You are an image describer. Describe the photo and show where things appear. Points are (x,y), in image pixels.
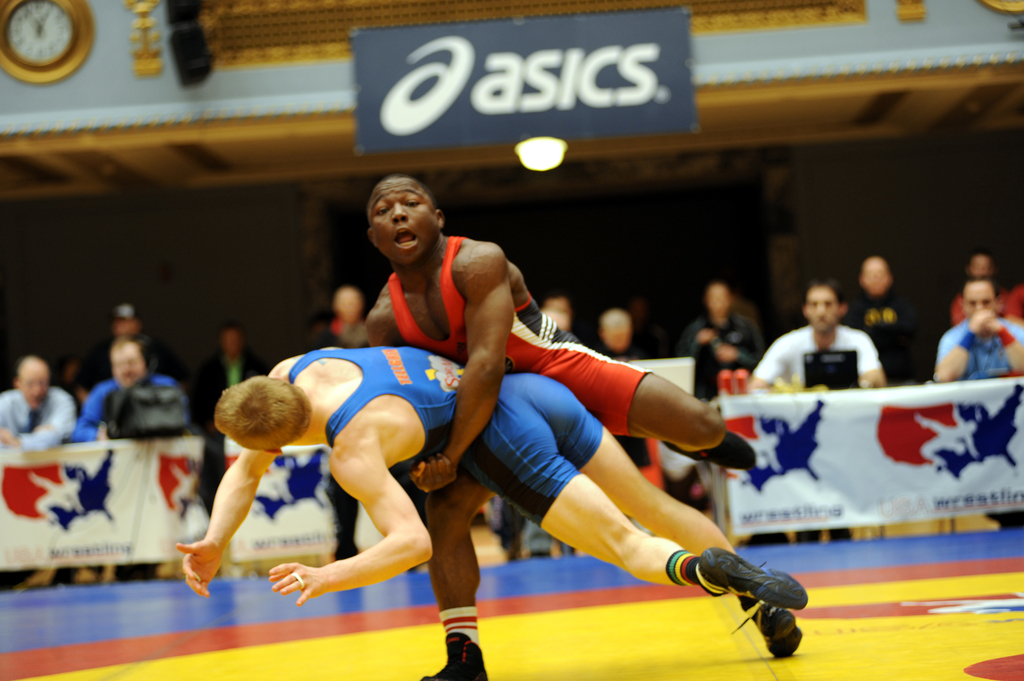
In the foreground (379,309) I can see two persons (631,564) on the ground (644,586). In the background (710,334) I can see a fence (131,466) and a crowd (717,348). On the top (459,72) I can see a wall clock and a board (544,113). This image is taken on the ground (819,596).
